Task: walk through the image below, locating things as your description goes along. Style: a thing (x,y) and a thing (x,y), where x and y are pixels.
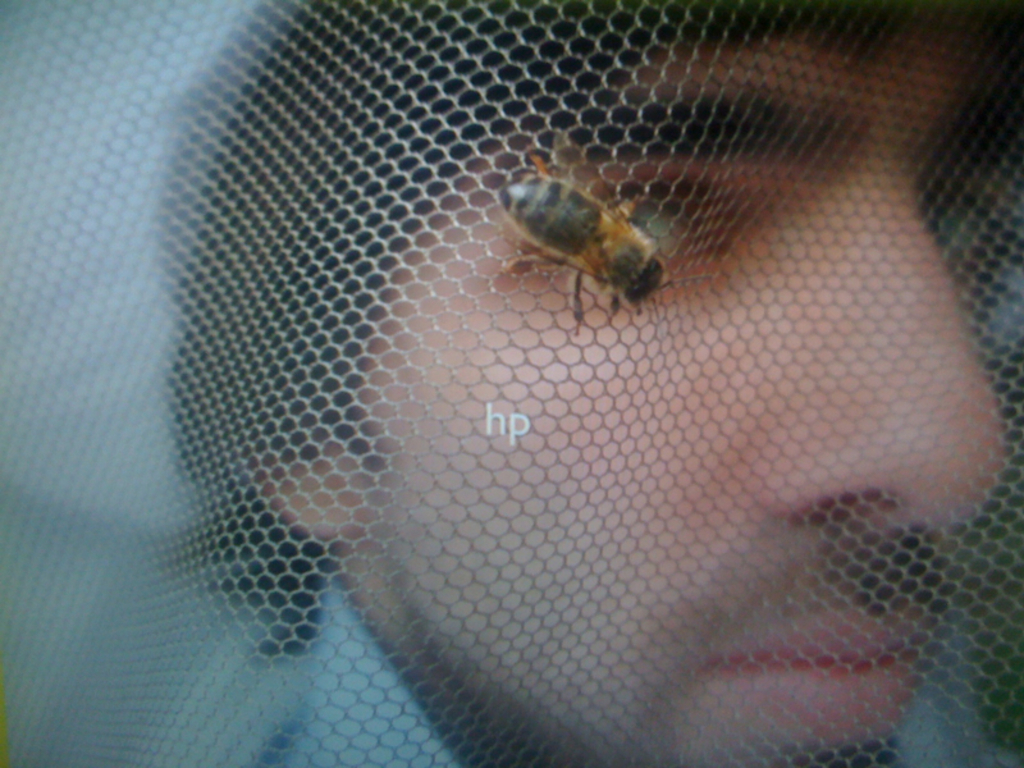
In this picture, we see a honey bee (557,248) is on the net (475,253). Behind that, we see a man (455,510) is looking at the honey bee (630,289). In the background (139,198), it is white in color. This picture is blurred in the background (140,358).
